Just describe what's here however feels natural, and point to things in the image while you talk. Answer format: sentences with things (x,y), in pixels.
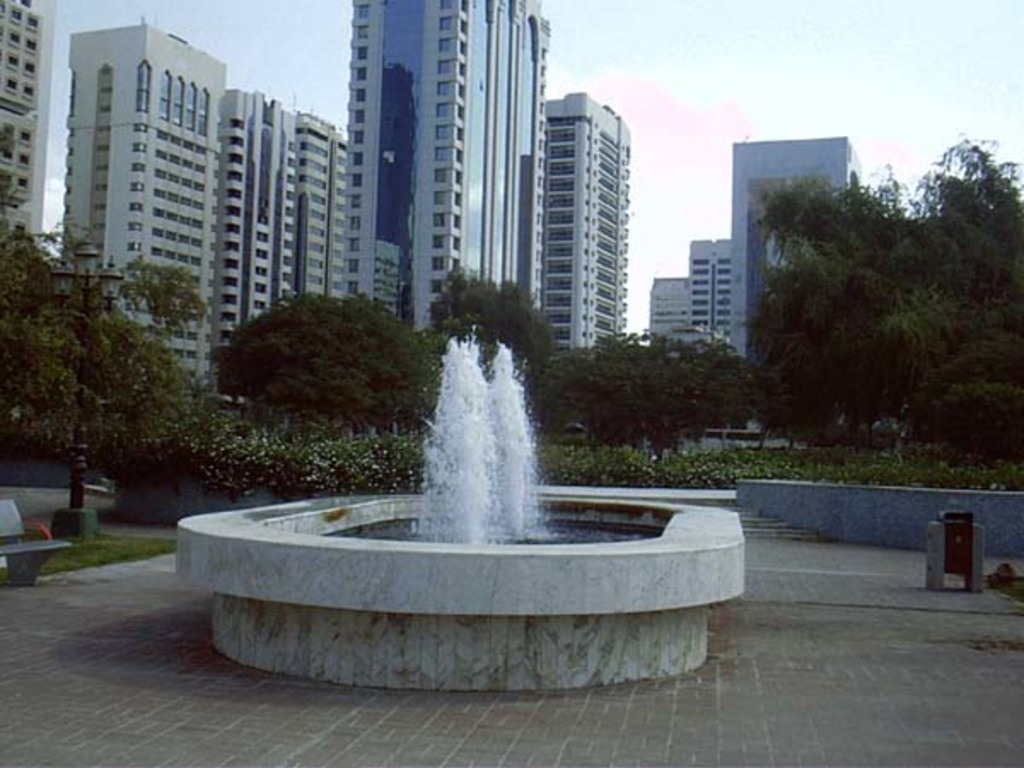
In this picture I can see the path (720,610) in front (26,702) and I can see the fountains (479,367). On the left side of this picture (72,473) I can see a light pole (78,459) and a bench (17,546). In the middle of this picture (385,363) I can see the plants (417,438) and the trees (1000,429). In the background (248,301) I can see the buildings (750,142) and the sky (941,154).
